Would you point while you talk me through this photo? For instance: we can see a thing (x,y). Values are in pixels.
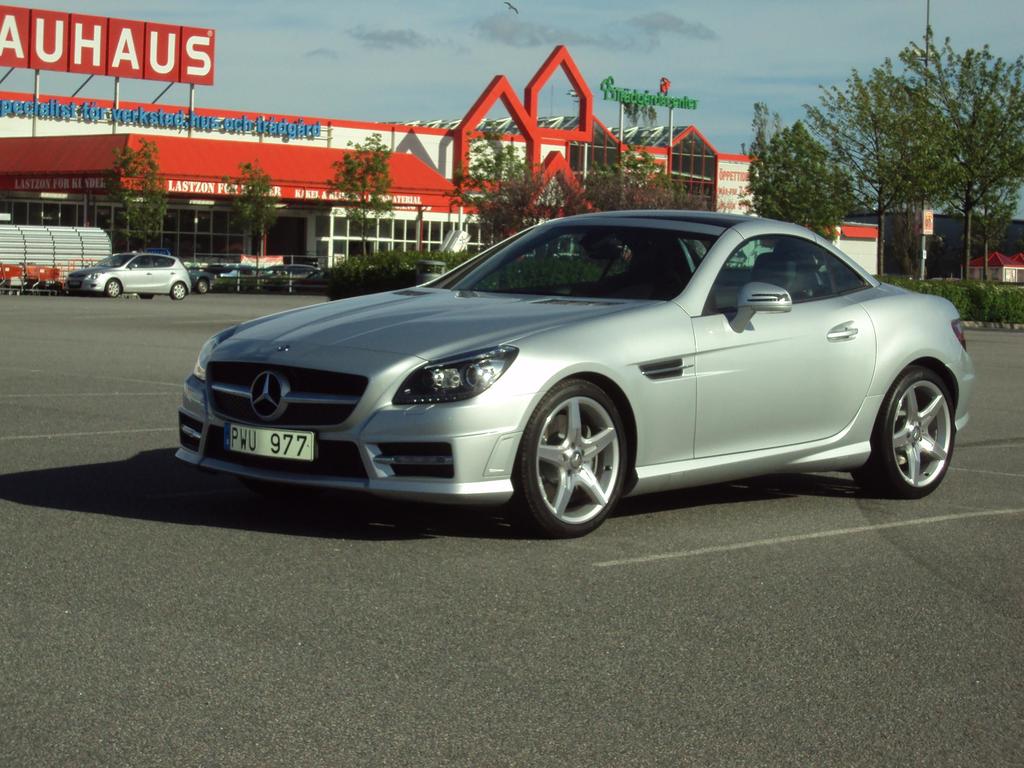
In this picture we can see some vehicles (198,291) on the road (134,305). Behind the vehicles (140,279) there is a building (266,153) with name boards (256,133). Behind the building (204,138) there is a bird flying in the sky (665,110). In front of the building (448,142) there is a pole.
